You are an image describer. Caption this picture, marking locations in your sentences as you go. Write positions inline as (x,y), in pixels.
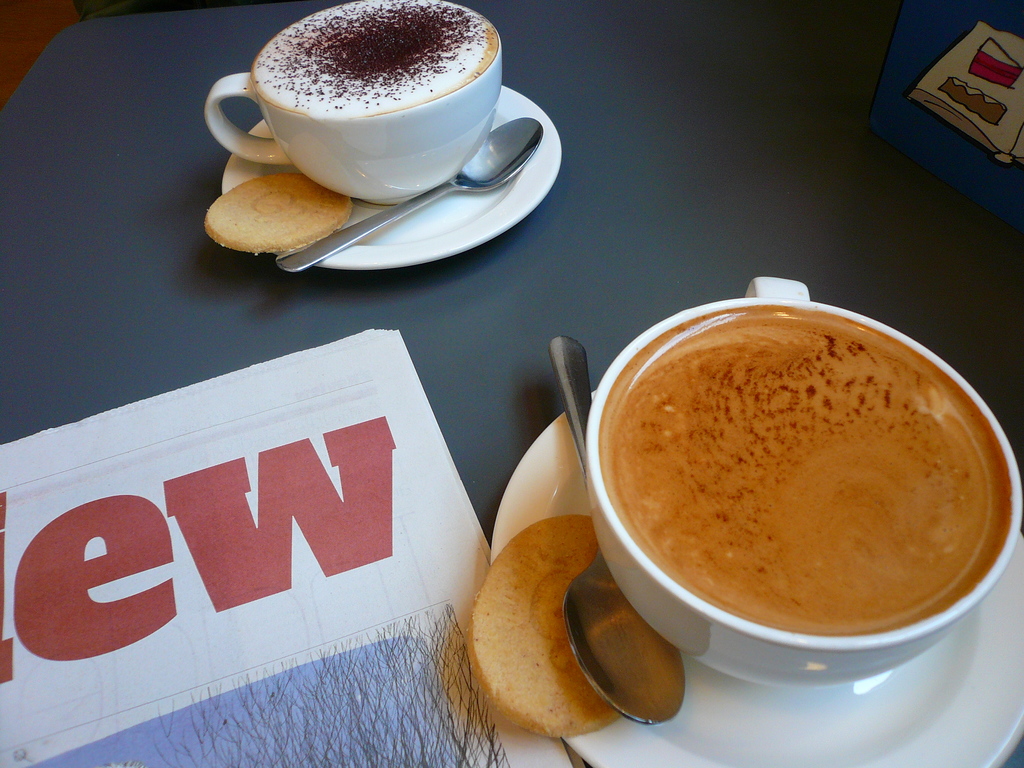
In the image there are cups (385,196) with drinks (347,66) in it. And also there are saucers (387,241) with cups (353,179), spoons (518,156) and biscuits (263,215). In the bottom left corner of the image (199,547) there is a paper (239,499) with text (279,481) and an image (266,714). In the top right corner of the image (996,112) there is an object (915,132).
